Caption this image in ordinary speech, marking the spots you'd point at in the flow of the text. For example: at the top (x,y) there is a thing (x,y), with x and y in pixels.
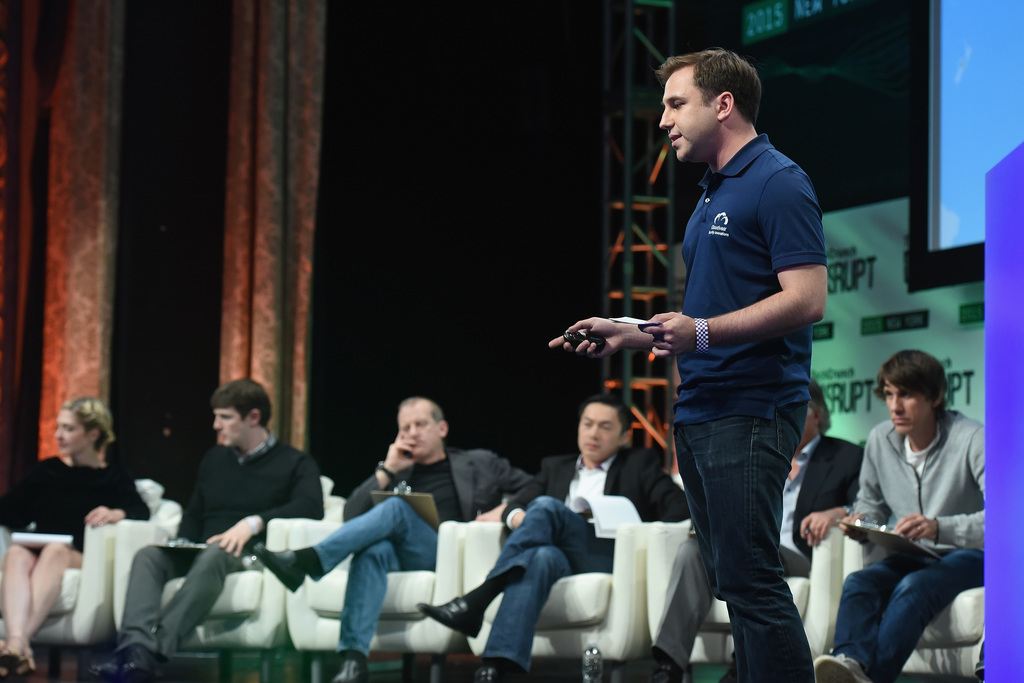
This picture describes about group of people (653,473), few are seated and a man (695,365) is standing, in this we can see few people (602,439) are holding books (861,521), in the background (860,363) we can find a projector screen (962,47), hoarding (868,303) and few metal rods (620,209).
